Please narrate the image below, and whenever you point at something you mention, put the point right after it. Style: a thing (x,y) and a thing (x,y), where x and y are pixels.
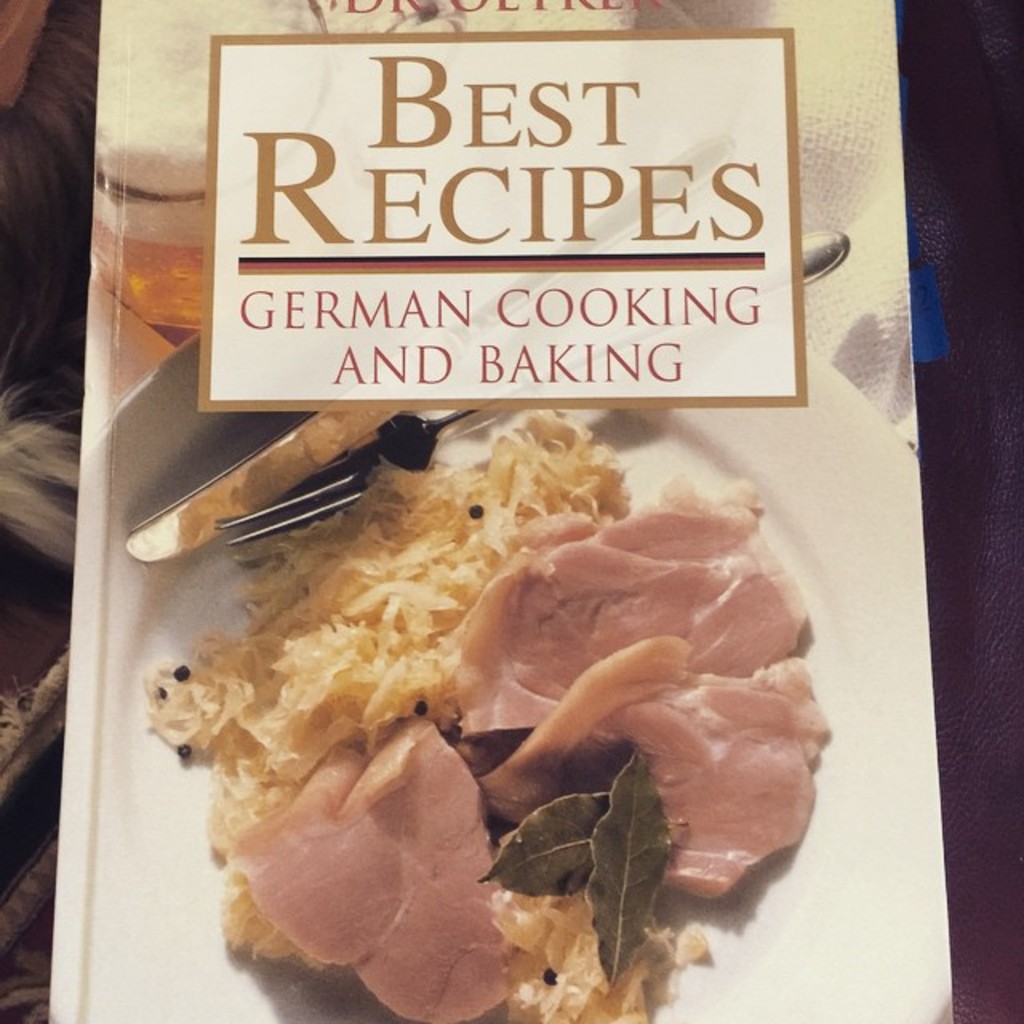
In this image there is a cover page (446,381) of a book (366,504), there is text (445,125), there is food (503,741), there is fork (322,487), there is a knife (315,450), there is an object (38,362) truncated towards the left of the image (67,440), there is an object (977,327) truncated towards the right of the image (950,446).
